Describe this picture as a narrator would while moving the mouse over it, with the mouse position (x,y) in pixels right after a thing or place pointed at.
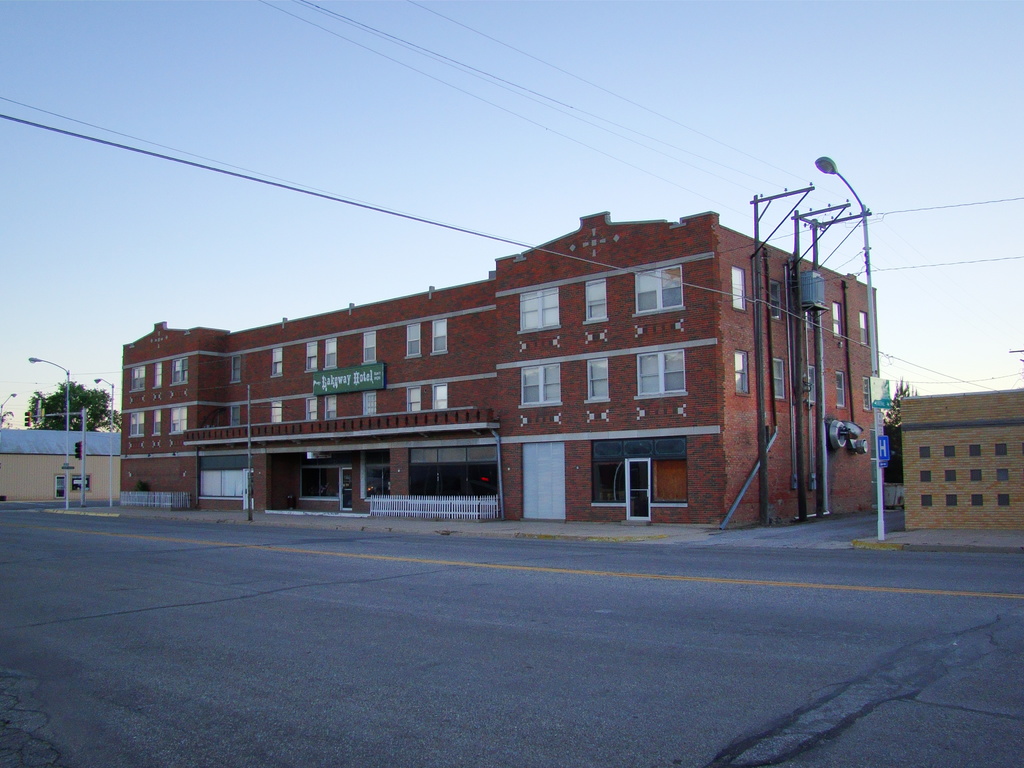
This picture consists of road (679,555), on the road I can see street light poles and power line cables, beside the road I can see buildings (765,395) and at the top (512,123) I can see the sky (349,123) and on the left side (90,425) I can see trees (77,424).
